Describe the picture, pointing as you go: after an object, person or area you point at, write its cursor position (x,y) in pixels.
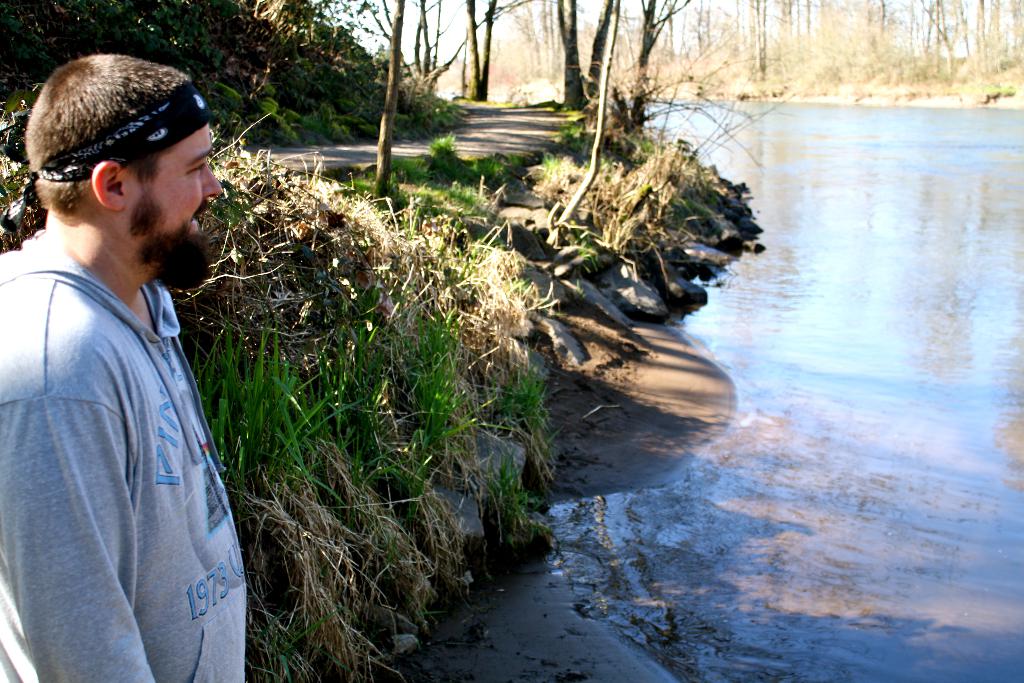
In this image there is a person (91,538), there is grass (284,367), there are trees (248,107) on the left corner (284,382). There is water (906,444) on the right corner (877,525). There is water (859,129) and there are trees (880,40) in the background (775,39). And there is sky (464,30) at the top (971,49).
